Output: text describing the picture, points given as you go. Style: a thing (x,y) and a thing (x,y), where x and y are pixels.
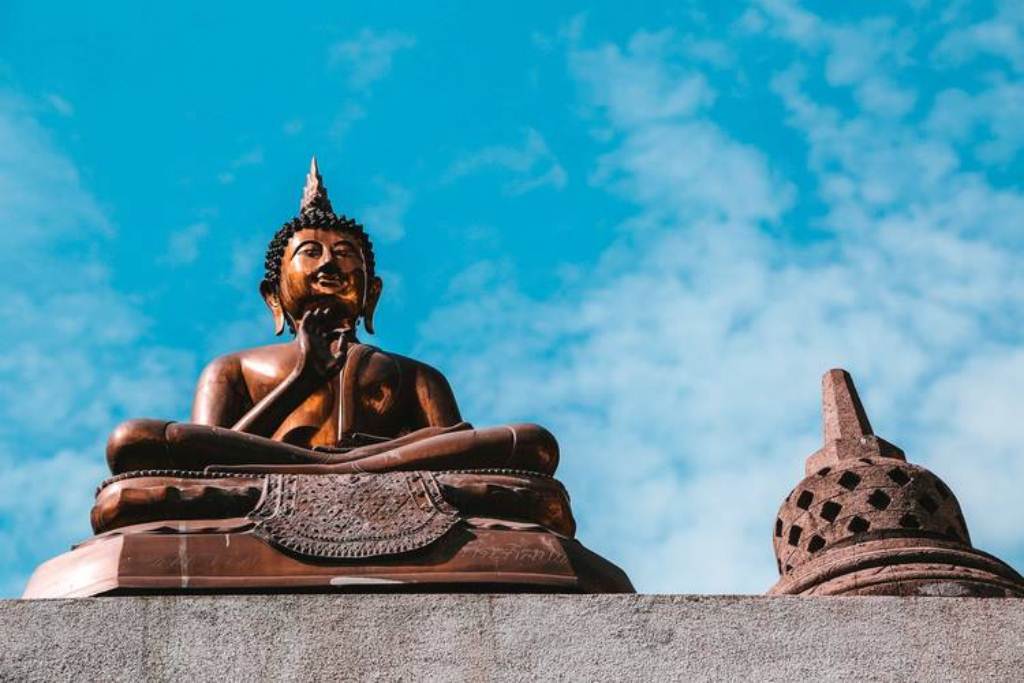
In this image I can see the statue (355,467). In the background (642,287), I can see the clouds (654,155) in the sky (461,70).
